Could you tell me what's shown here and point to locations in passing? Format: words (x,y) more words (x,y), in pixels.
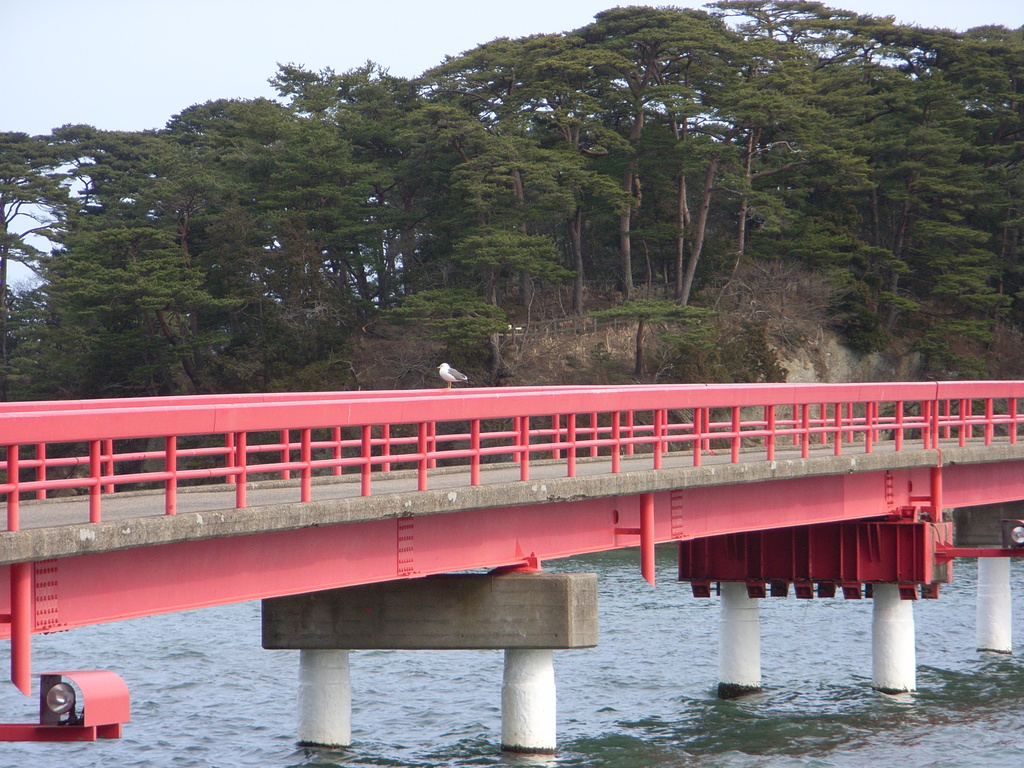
There is a bridge (674,399) on which there is a bird (462,377). There is water (663,724) below it. There are trees (719,171) at the back (850,152).
